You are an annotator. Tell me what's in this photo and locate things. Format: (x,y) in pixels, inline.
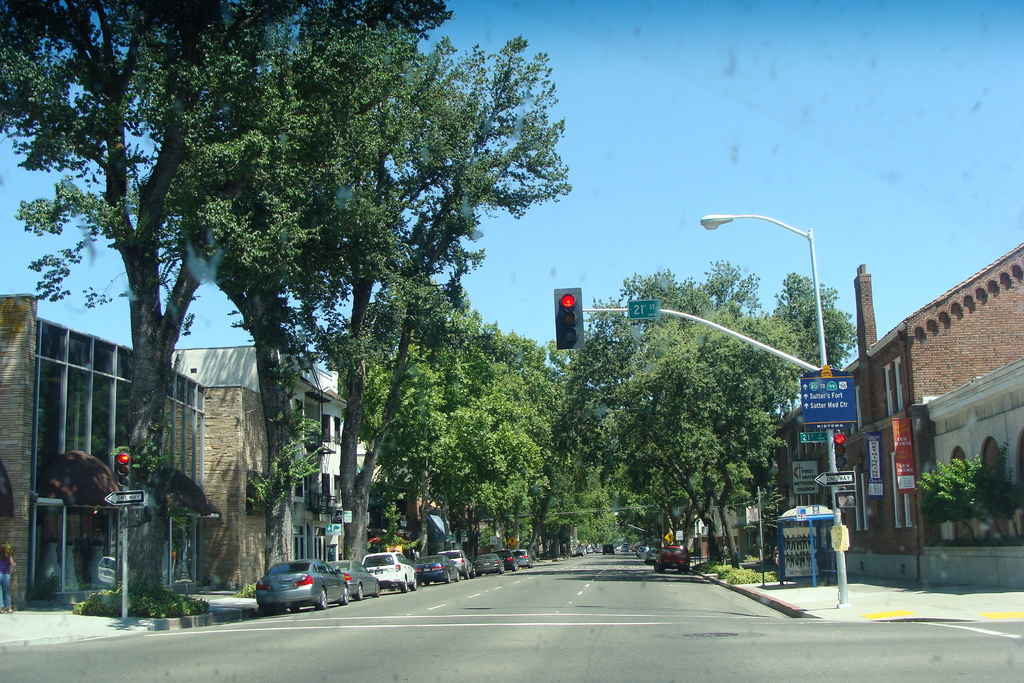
In this image we can see vehicles (345,597), trees (426,493) and plants (936,486). Beside the trees (275,492) we can see the buildings (925,380). On the right side (899,427), we can see boards (899,453) on the buildings (887,457). In the foreground (822,333) we can see the poles (822,352) with traffic lights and boards (807,417). At the top (592,104) we can see the sky (613,121).
